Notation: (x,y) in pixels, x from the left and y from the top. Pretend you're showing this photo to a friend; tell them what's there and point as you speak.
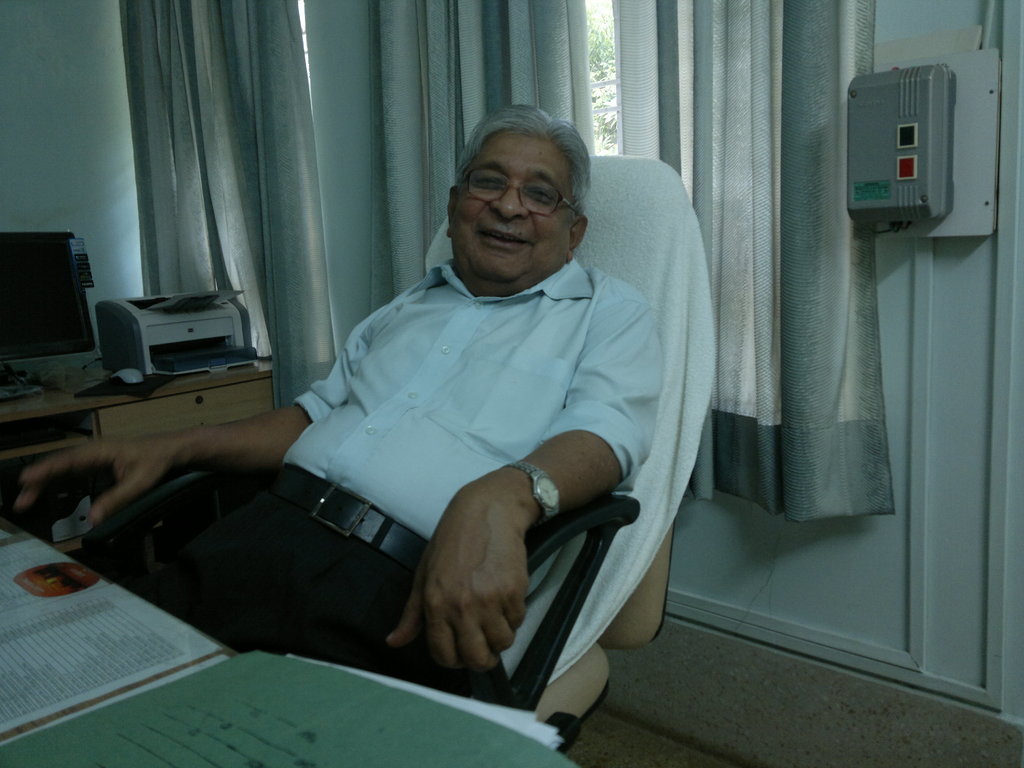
In the image there is a man (511,385) sitting in a chair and in front of him there is a file (248,684), some papers (156,638), a computer (53,314) and printer (123,339). Behind him there are windows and in front of the windows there are curtains (388,61).
